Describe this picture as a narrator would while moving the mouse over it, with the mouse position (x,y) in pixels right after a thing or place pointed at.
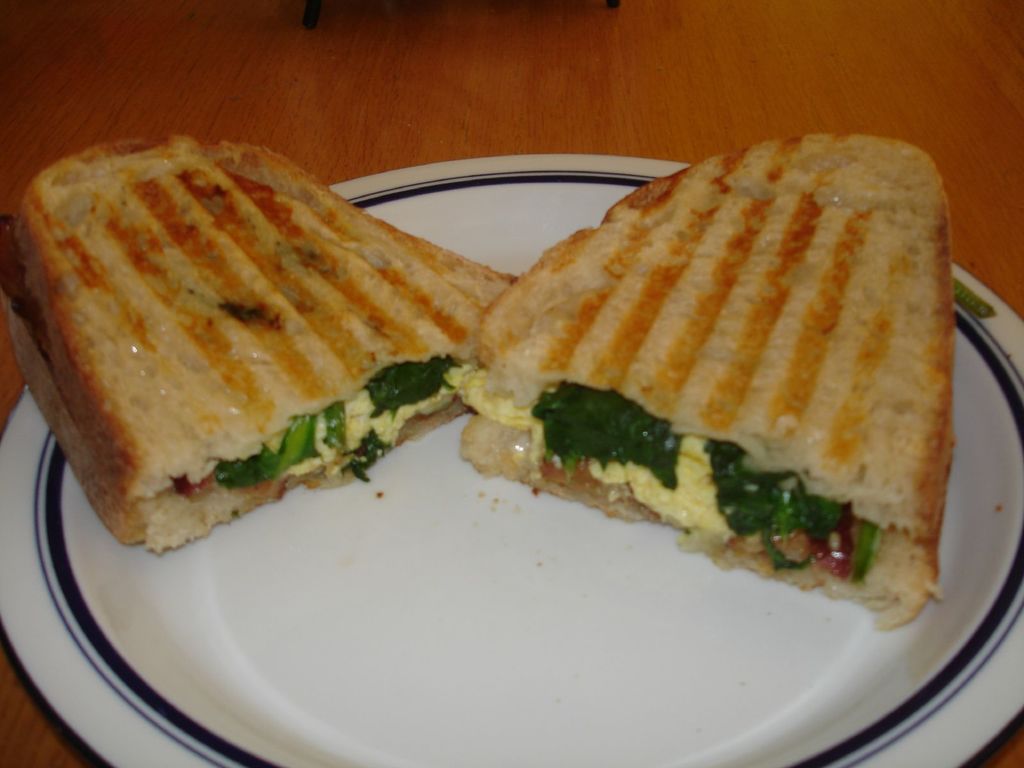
In the middle of the image (473,451) there is a plate (531,518) with two slices of sandwich (331,334) on the wooden table (620,132).
